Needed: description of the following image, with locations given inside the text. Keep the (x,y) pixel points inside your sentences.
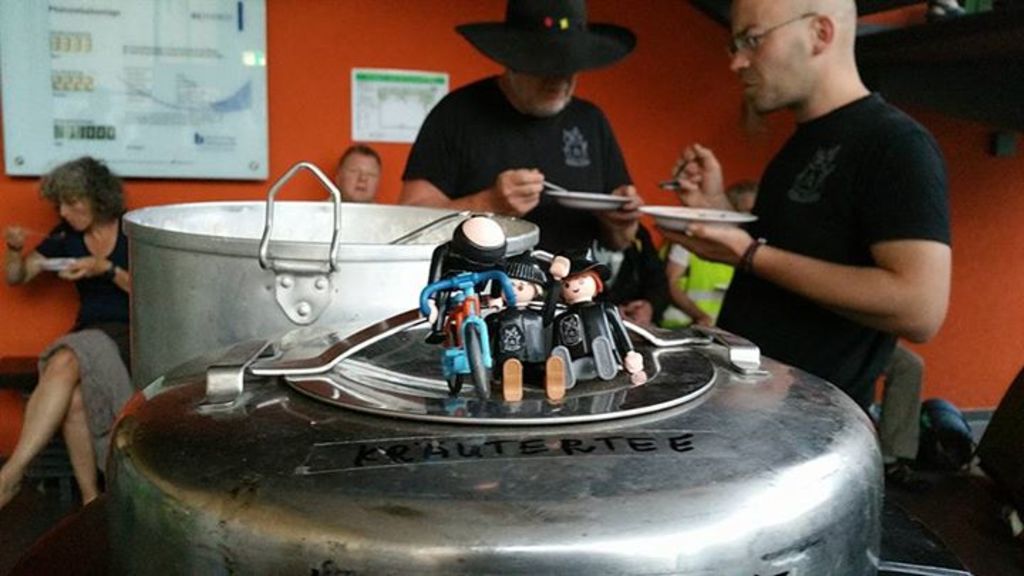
This picture is clicked inside. In the center (604,323) we can see the toys (513,294) of persons (512,313) and a toy (474,325) of a vehicle (489,340) is placed on the top of the metal (330,439) of objects (318,362) and we can see the containers (319,259). On the right (859,78) we can see the two persons (530,119) wearing black color t-shirts (780,221), holding plates (713,212) and spoons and standing. In the background (110,297) we can see the group of persons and some other objects (955,503) and we can see the wall (299,55) and the posters (250,70) hanging on the wall (330,76) and we can see the text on the posters (163,72).
